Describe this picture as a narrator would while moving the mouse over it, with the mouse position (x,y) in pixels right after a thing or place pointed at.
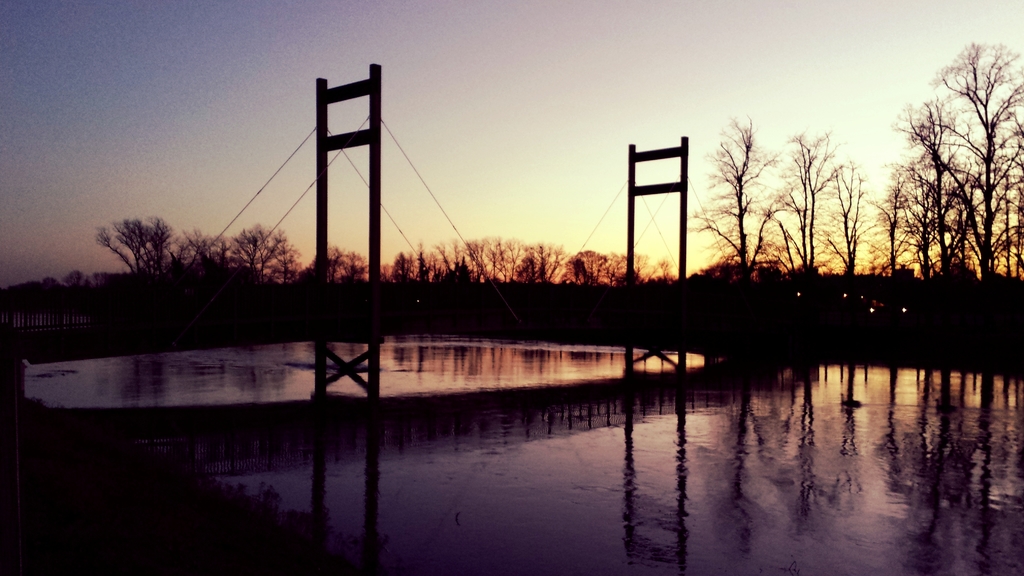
In this image in the middle of the water body (640,490) there is a bridge (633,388). In the background (840,194) there are trees (850,197). The sky (612,196) is clear.
